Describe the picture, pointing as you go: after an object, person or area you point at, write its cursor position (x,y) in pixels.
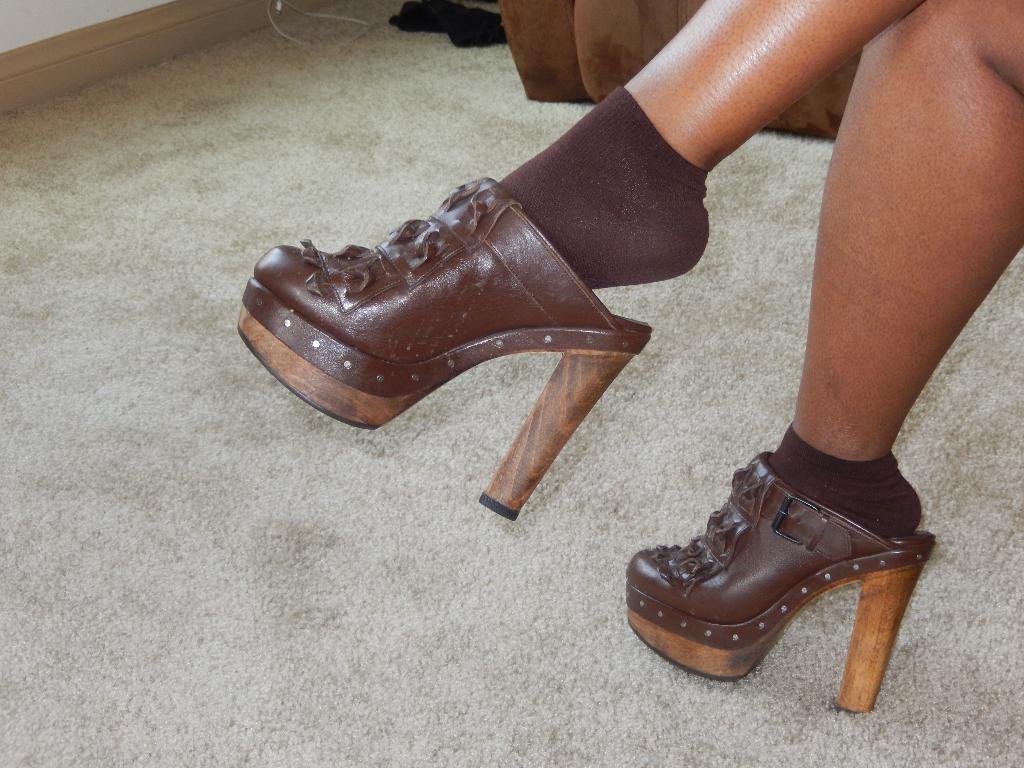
In the image there is a person (855,273) who is wearing brown colour socks (863,470) and brown colour wooden heel boots (448,334).
